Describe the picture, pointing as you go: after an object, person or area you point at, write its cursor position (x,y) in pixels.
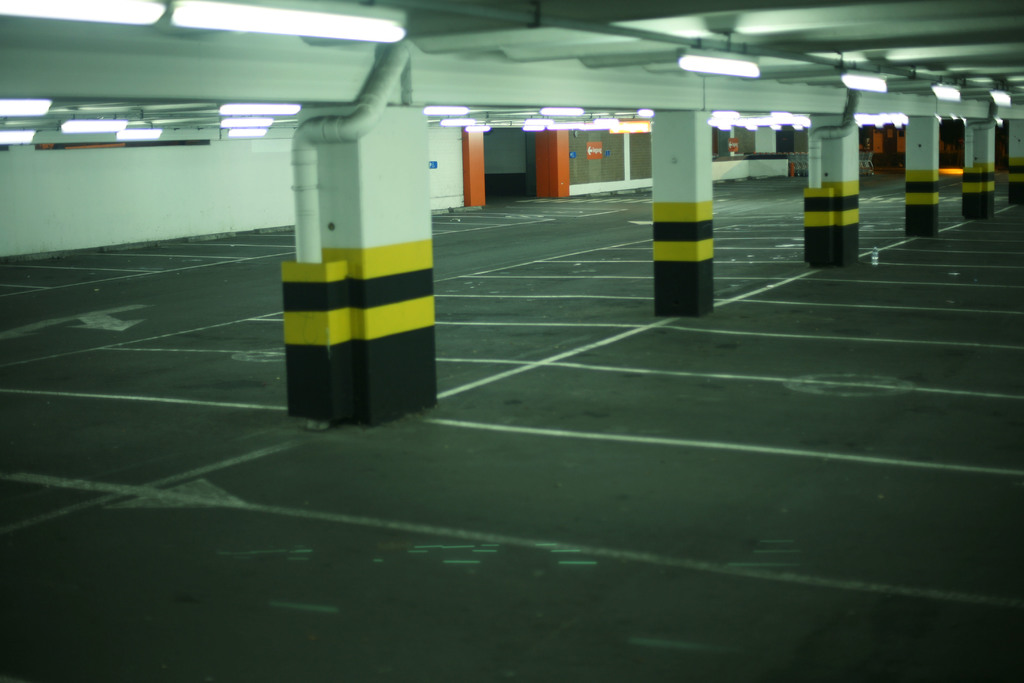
In this image in the center (372,232) there are pillars (670,200) and there are pipes (312,174). In the background (223,185) there is wall (235,157) and there are lights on the top (689,59).
